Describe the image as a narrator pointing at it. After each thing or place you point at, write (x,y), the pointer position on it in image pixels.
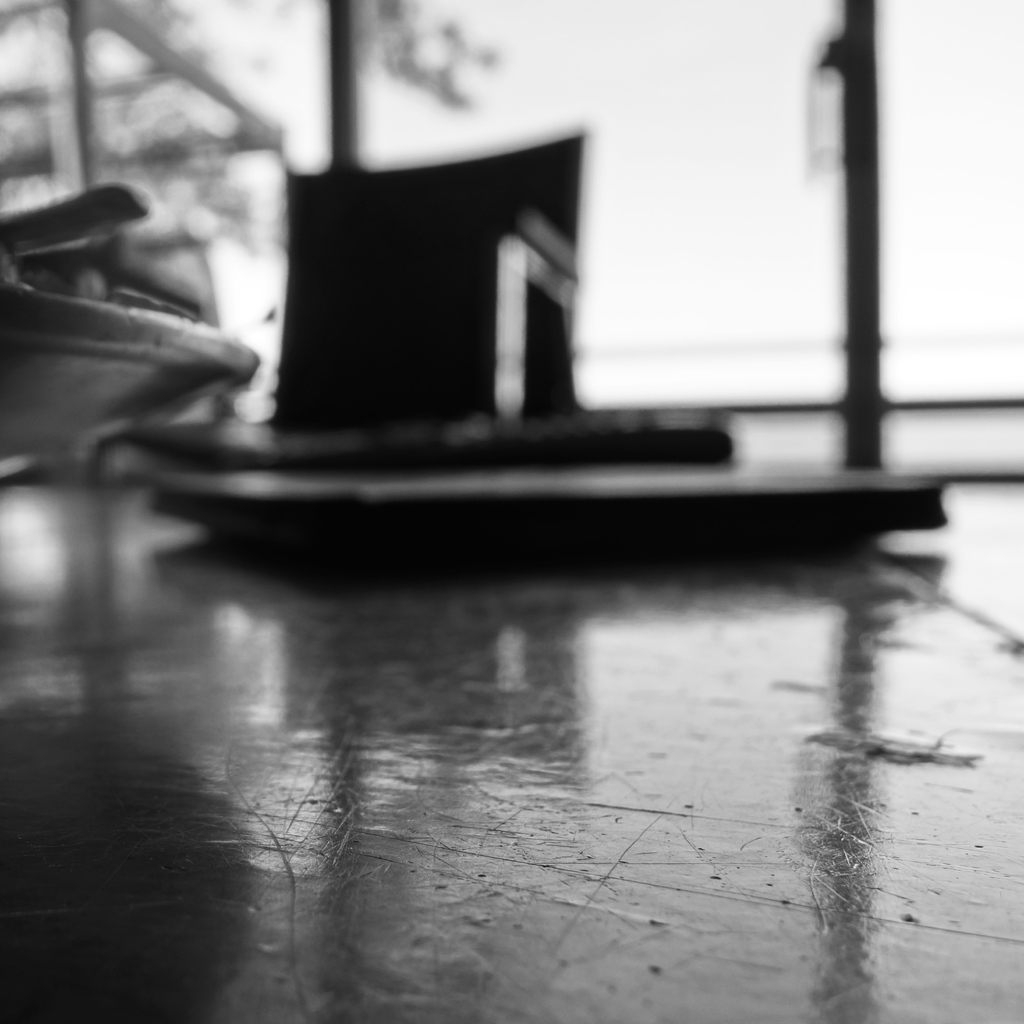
In this image I can see some objects (443,509) on the floor (406,759). In the background (620,169) I can see a window (426,138). This image is taken may be in a room (512,667).
